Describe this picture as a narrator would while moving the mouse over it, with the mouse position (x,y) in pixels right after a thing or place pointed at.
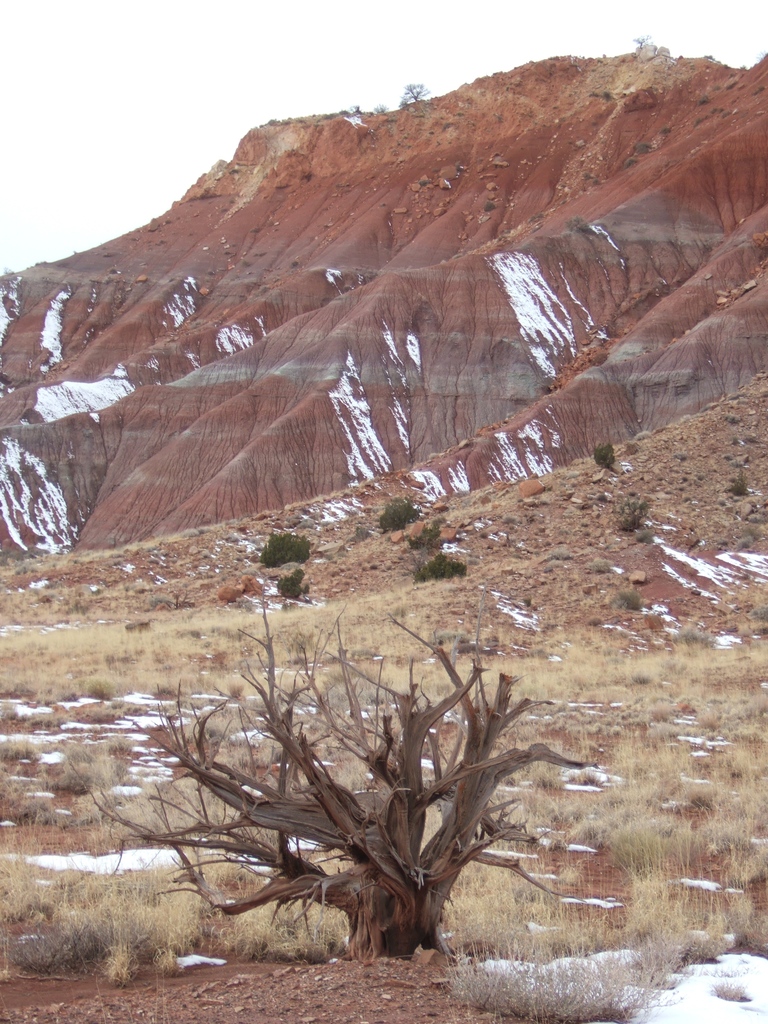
In the image in the center (375,665) we can see a tree (408,762), grass (625,789), snow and plants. In the background (629,96) we can see sky (148,81), clouds (143,90) and hill (341,190).
